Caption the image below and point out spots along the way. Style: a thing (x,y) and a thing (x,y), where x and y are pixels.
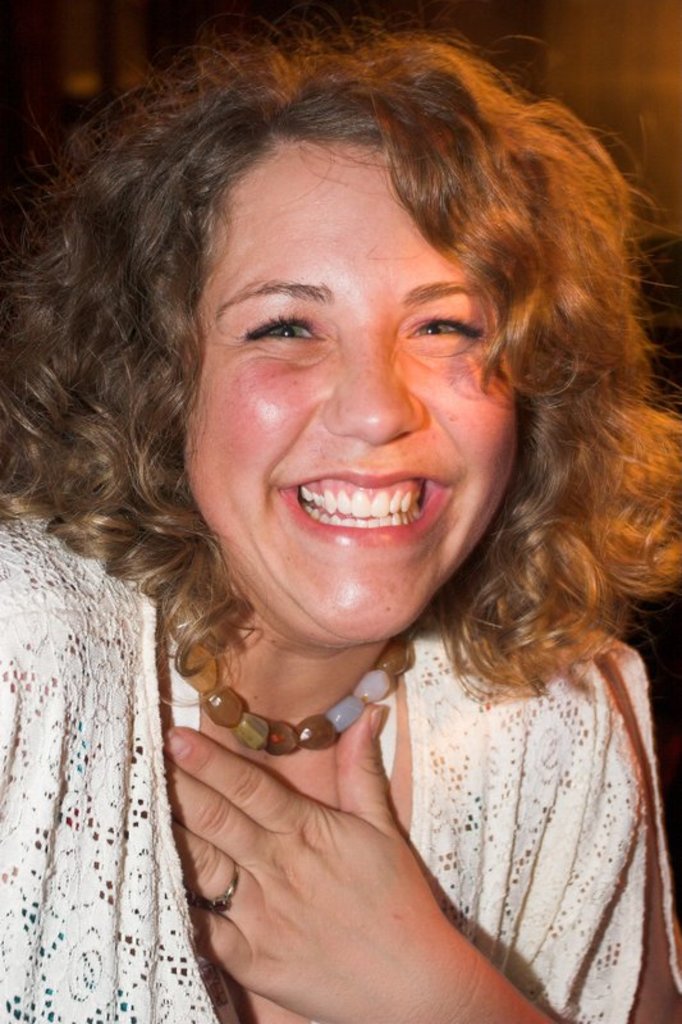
In this image I can see a woman (148,575) in the front (129,568) and I can see she is wearing white colour dress (87,939) and necklace (317,745). I can also see smile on her face (267,560).
